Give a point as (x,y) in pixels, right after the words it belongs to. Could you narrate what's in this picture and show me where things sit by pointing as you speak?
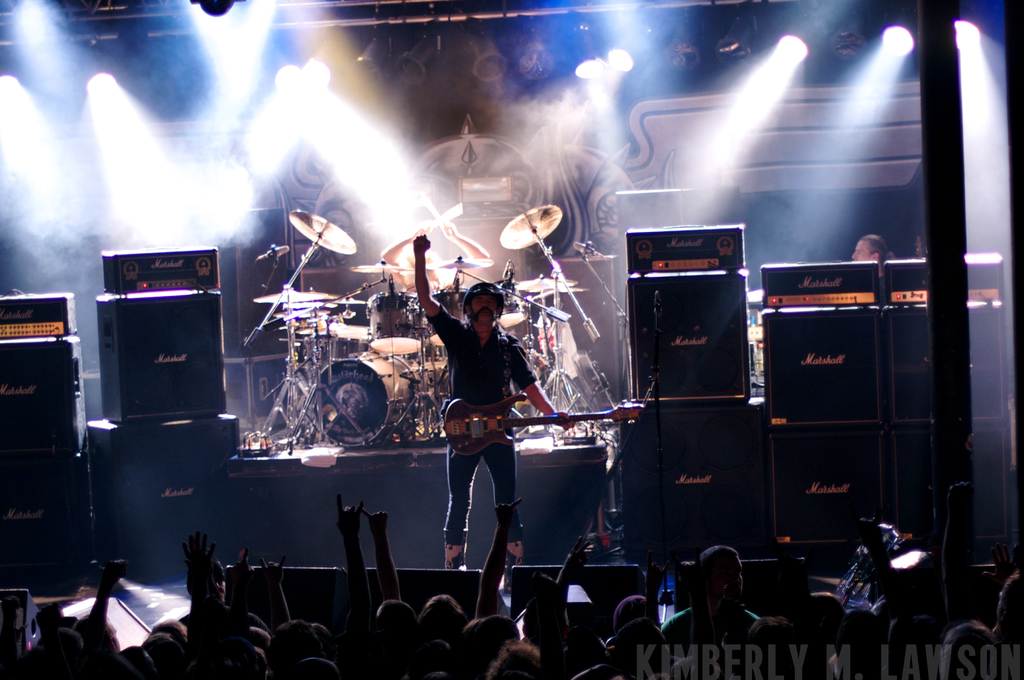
In this image we can see a person (509,468) standing and holding a musical instrument (478,418). And we can see the other musical instruments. And we can see the speakers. And we can see the audience (383,623). And we can see some text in the bottom right hand corner (733,665). And we can see the lights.
